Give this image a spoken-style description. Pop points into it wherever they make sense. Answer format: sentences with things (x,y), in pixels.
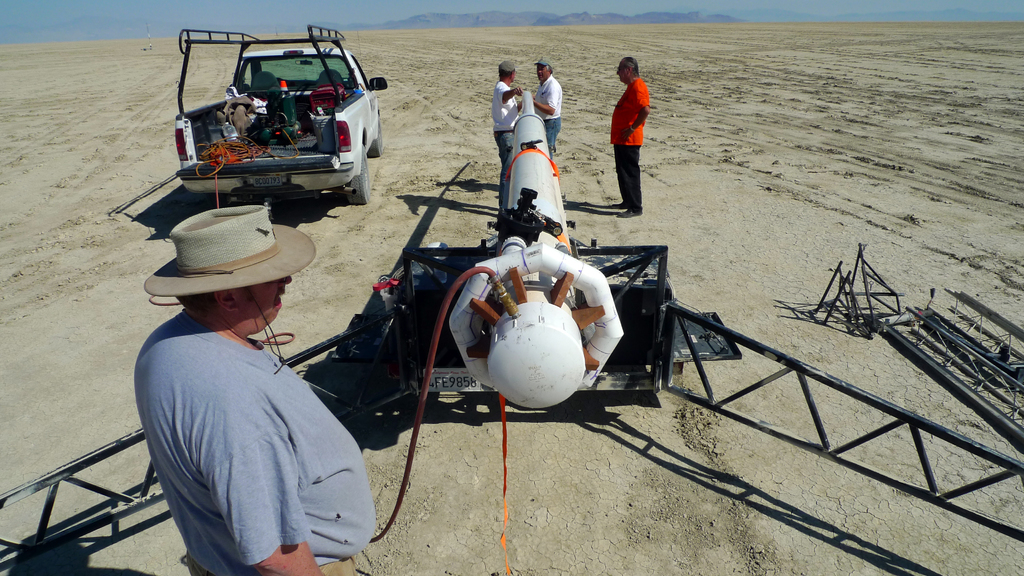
In front of the image there is a person (262,408), in front of the person (293,464) there is an equipment (537,295) with metal rods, in front of the equipment (480,293) there are three people (515,102) standing, beside them there is a truck (195,129) with some objects (298,121), in the background of the image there is a tower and mountains (511,16).
